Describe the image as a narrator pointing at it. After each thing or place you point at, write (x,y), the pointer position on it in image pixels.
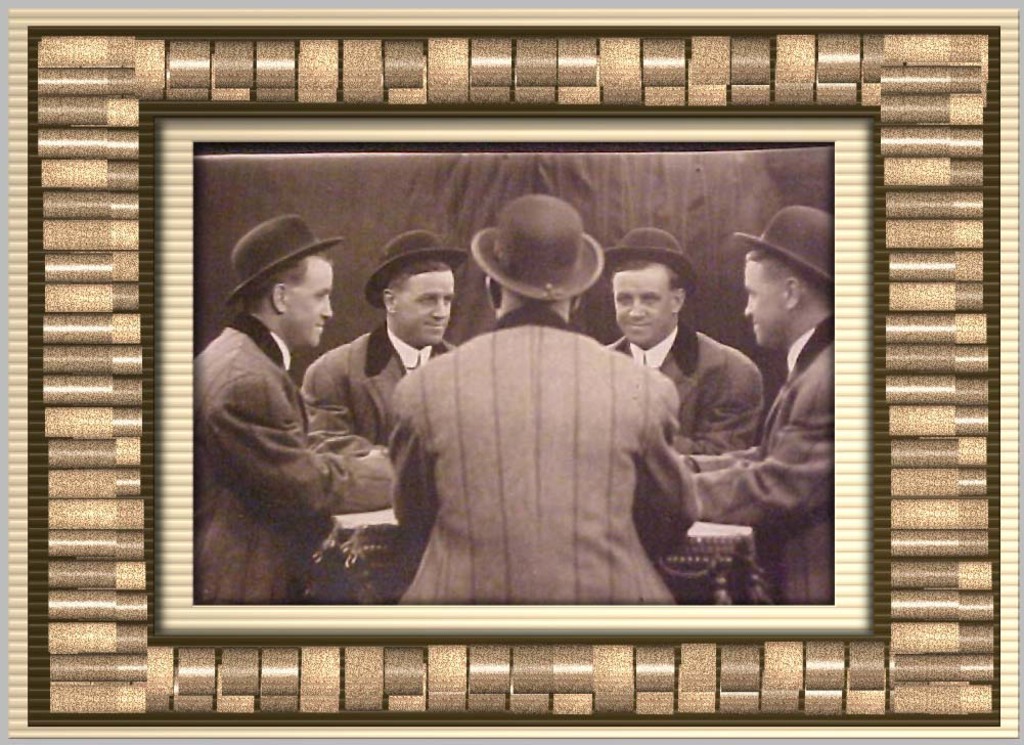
In the picture I can see a photo of five men (420,435) who are wearing hats (668,262). This photo is black and white in color.
